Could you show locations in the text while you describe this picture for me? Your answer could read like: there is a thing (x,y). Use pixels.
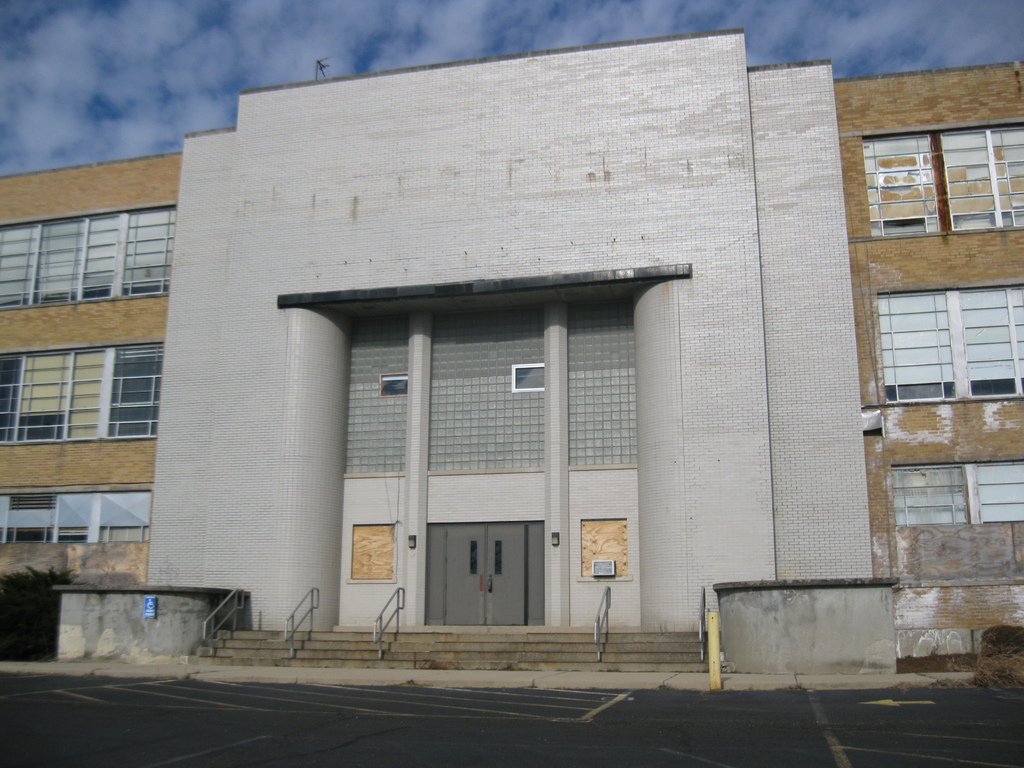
In this picture I can see the building (333,327) with glass windows (139,376). I can see the door (482,593). I can see the railing stairs (385,644). I can see clouds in the sky (335,74).
